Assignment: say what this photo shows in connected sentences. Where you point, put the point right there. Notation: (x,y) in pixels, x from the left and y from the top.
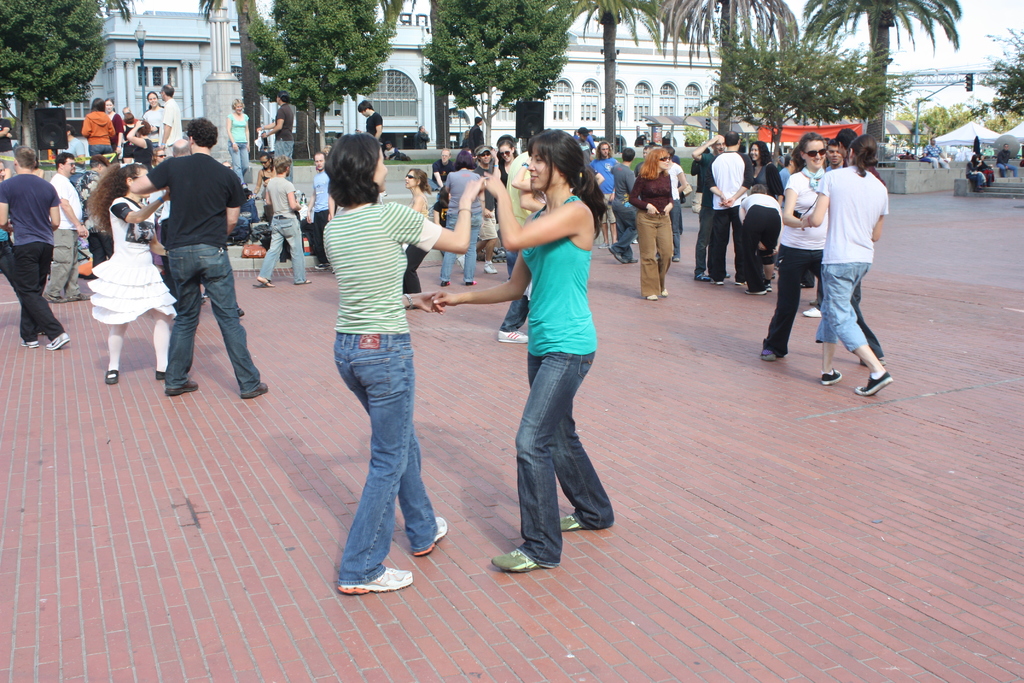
An outdoor picture. A couple (379,275) is holding their hands (466,186) and dancing each other, as there is a leg movement. Far there are number of trees (322,49). A building (645,67) with windows (663,90) and white wall (627,62). A tent (973,128) with white color.
